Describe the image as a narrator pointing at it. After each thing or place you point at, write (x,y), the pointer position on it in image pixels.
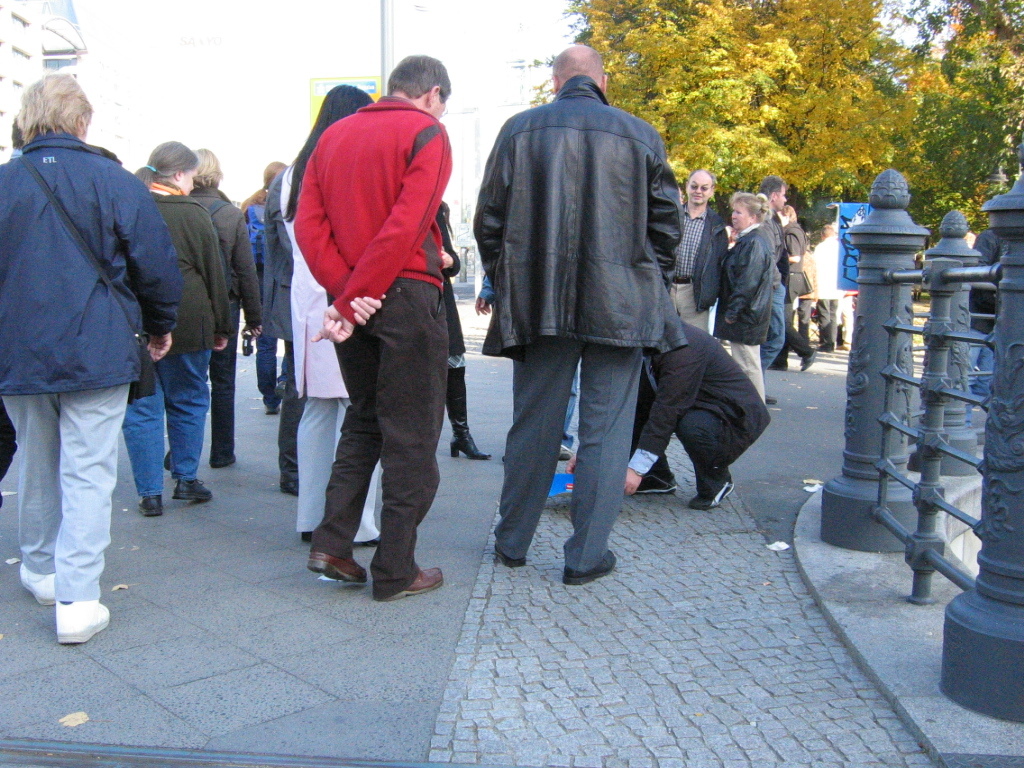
In this image I can see number of people (673,336) on the road (509,739). I can also see most of them are wearing jackets (115,251) and on the left side (139,260) I can see one person (97,254) is carrying a bag (67,214). In the background (24,11) I can see a building (135,34), a pole (387,65), few boards (335,91) and few trees (674,160).
